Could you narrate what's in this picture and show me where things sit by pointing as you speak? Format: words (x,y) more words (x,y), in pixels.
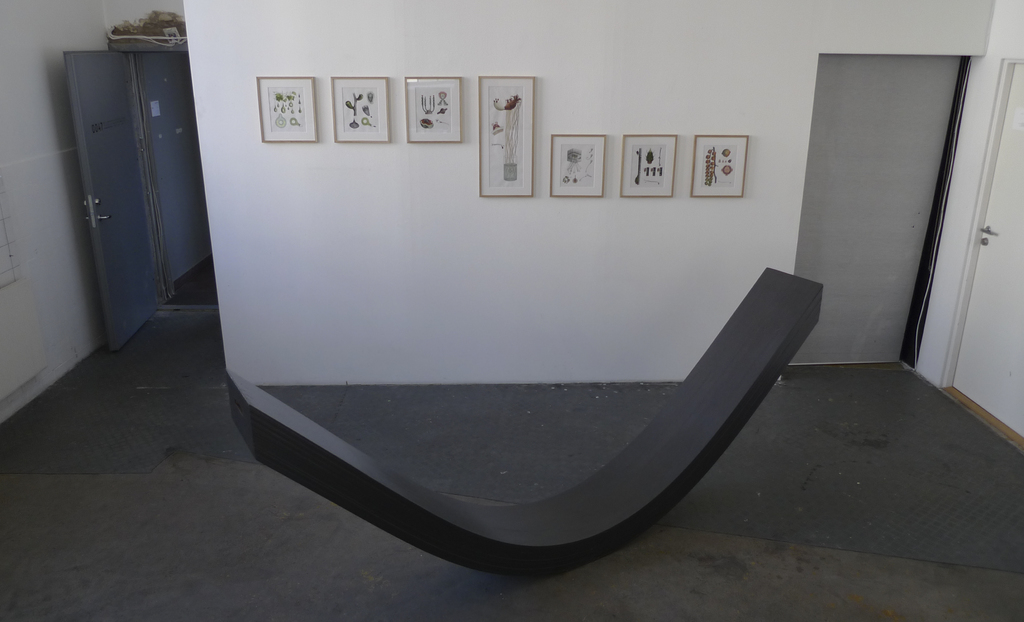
This is a colour image, there is a sculpture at the front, there is a wall (453,151), and photo frames (731,173) on it, there is a door (858,155).
